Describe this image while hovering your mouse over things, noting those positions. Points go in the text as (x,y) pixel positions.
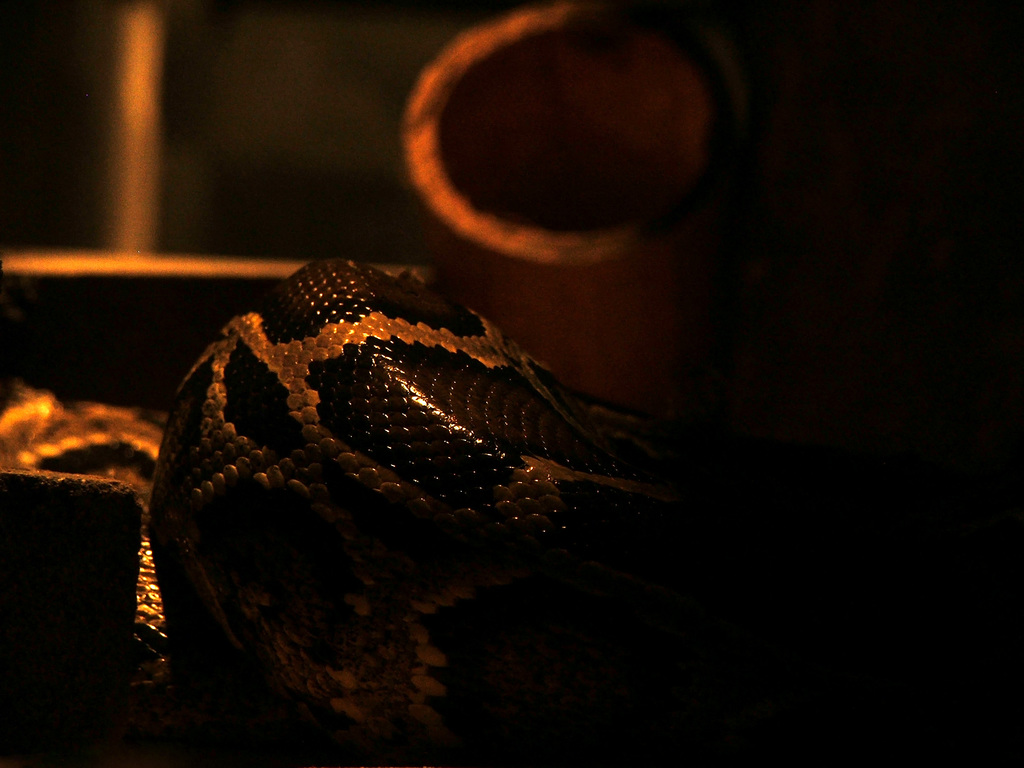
In the center of the image (464,467) we can see the snake (490,498). On the left side of the image (103,532), we can see an object (78,507). In the background (502,292), we can see it is blurred.
